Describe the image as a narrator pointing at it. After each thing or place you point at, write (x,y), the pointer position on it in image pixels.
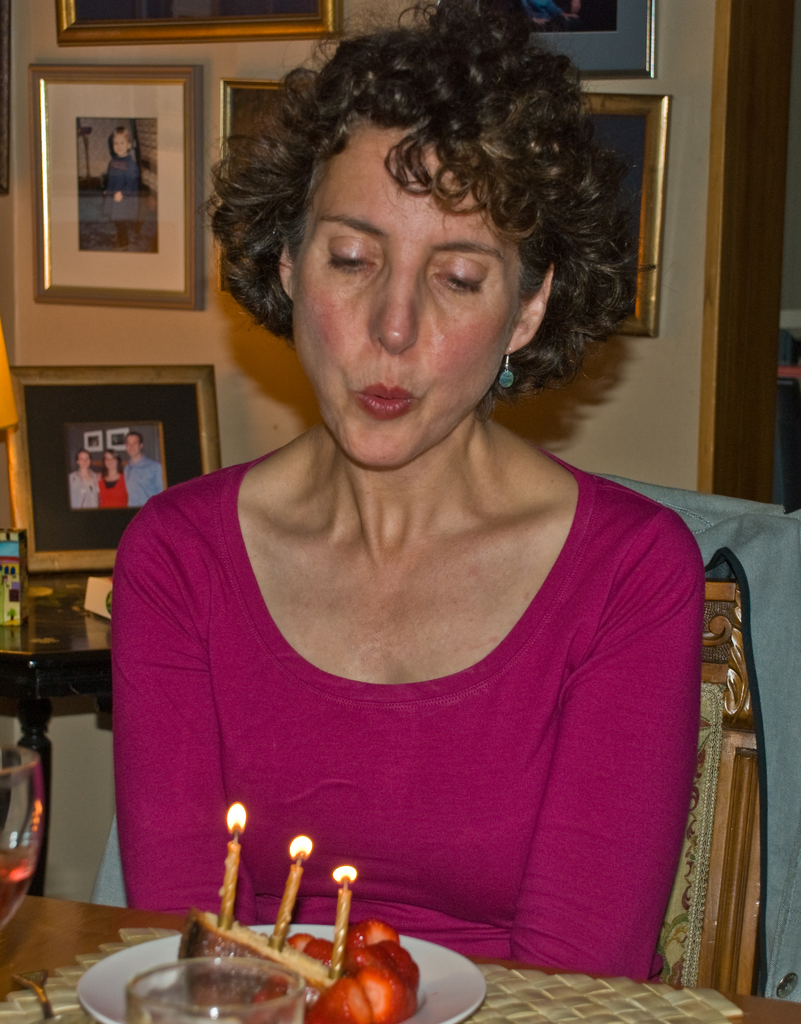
This picture describe about the old woman (462,625) wearing pink full sleeve t-shirt (566,910) sitting on the chair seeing the table (555,992) on which cake (208,917) and strawberries (392,962) in the white plates (121,989) is placed with three candle light (347,871) on it. Behind we can see the some photo frames (118,169) hanging on the wall (628,362).
